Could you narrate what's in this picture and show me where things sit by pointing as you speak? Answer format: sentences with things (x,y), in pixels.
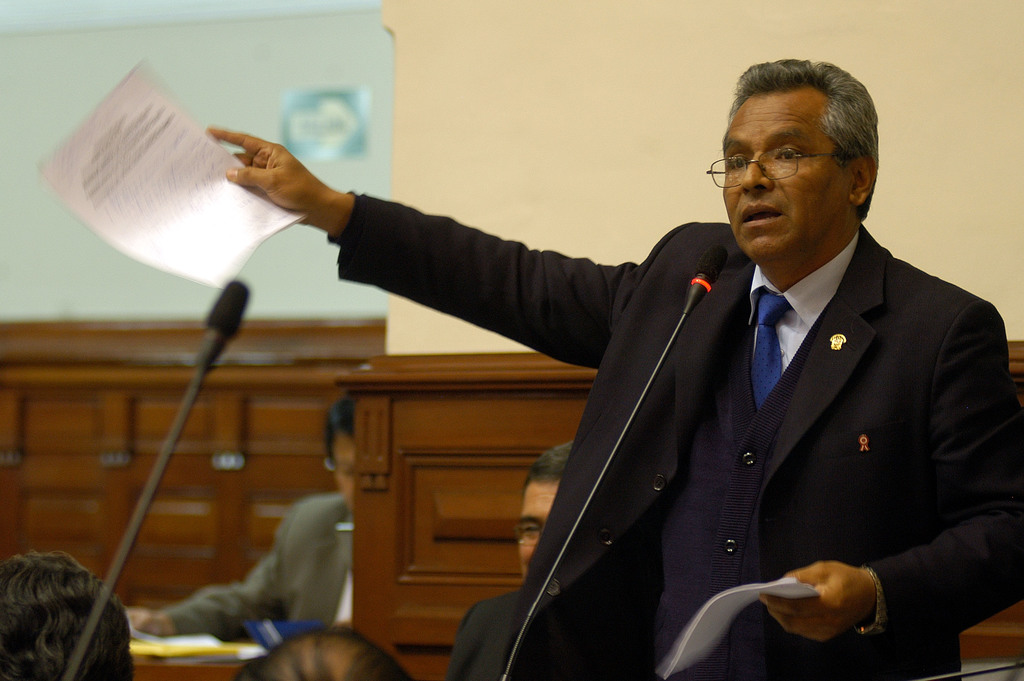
In this image there is one person (709,435) standing on the right side of this image (736,474) is holding some papers (704,645) and there is a wall (653,226) in the background (421,545). there are some persons (303,535) sitting in the bottom left side of this image (284,581).
